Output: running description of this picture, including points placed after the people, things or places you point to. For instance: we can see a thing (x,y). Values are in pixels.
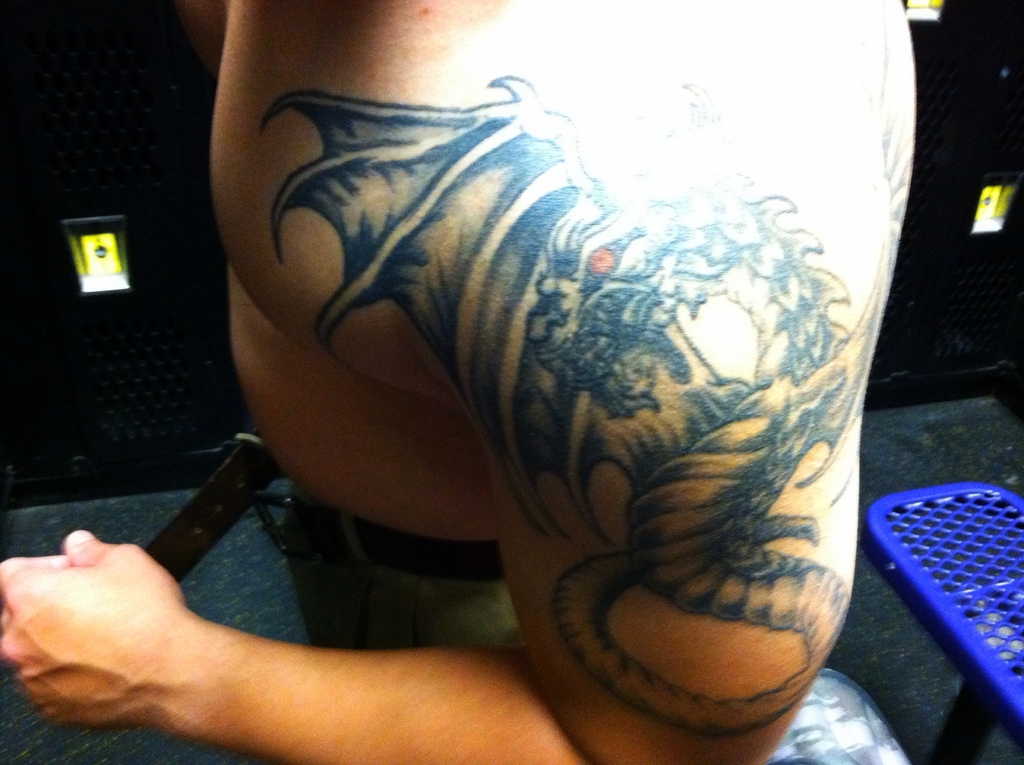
There is a tattoo (559,362) on a person's shoulder (564,390) in the foreground area of the image (595,476), there are some objects (1003,320) in the background (1003,320).
